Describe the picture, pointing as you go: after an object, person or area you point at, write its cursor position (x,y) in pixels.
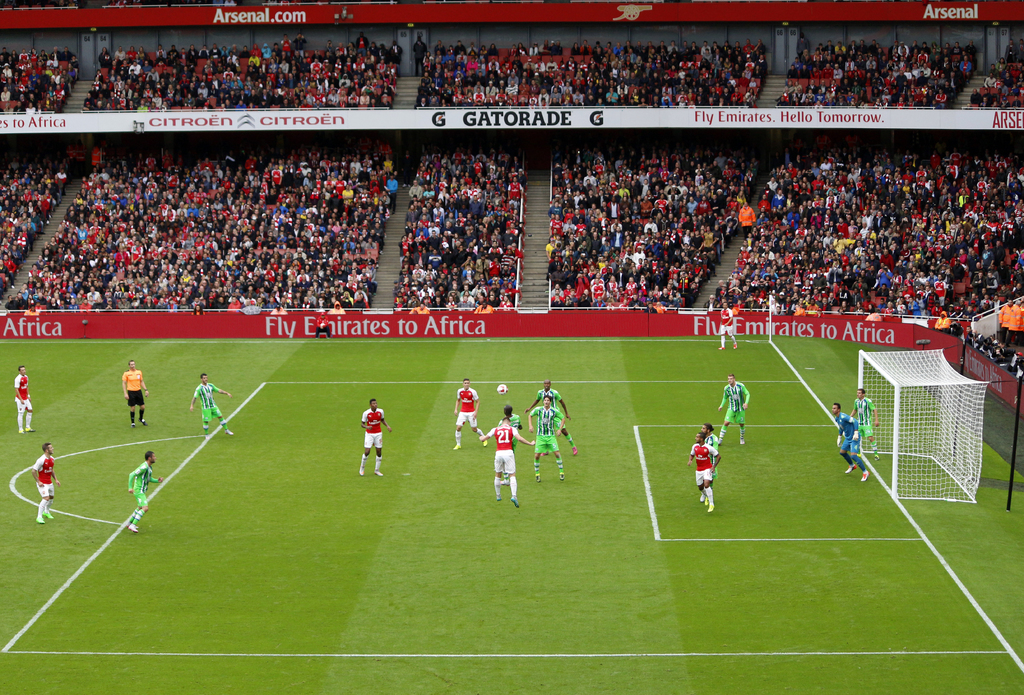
In this picture I can see some people (743,405) are playing in a ground (508,528), around we can see so many people (514,299) are sitting and watching match.
